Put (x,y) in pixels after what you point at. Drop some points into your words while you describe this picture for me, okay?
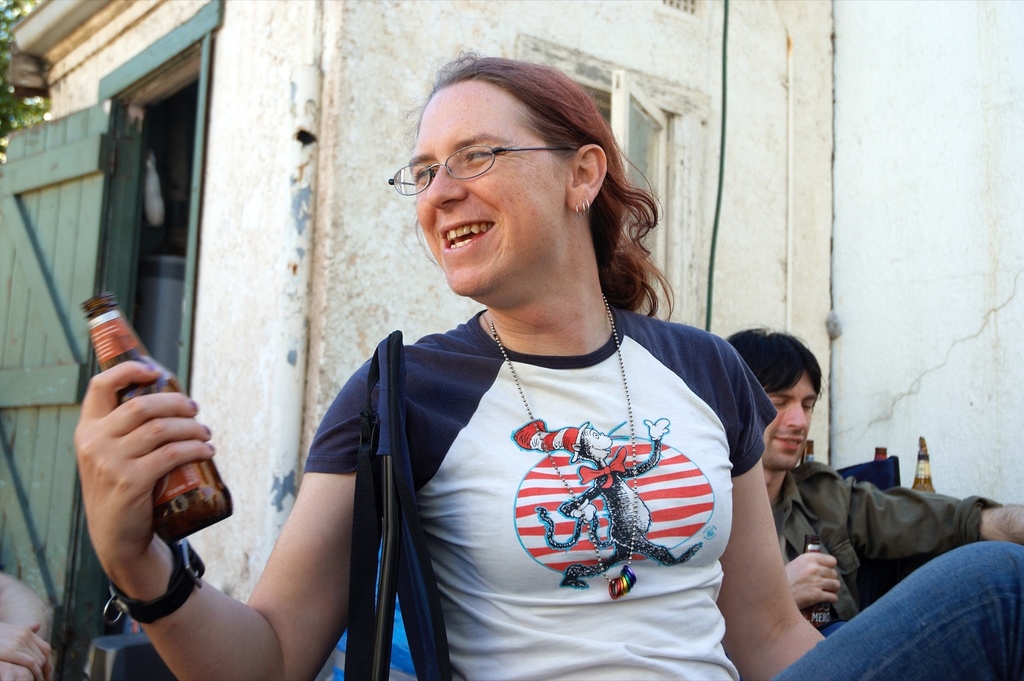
there is outside of the room (218,274) there are two persons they are sitting on the chair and the woman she is holding the bottle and she is wearing the white and blue t shirt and blue jeans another person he is also sitting on the chair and the woman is laughing.
